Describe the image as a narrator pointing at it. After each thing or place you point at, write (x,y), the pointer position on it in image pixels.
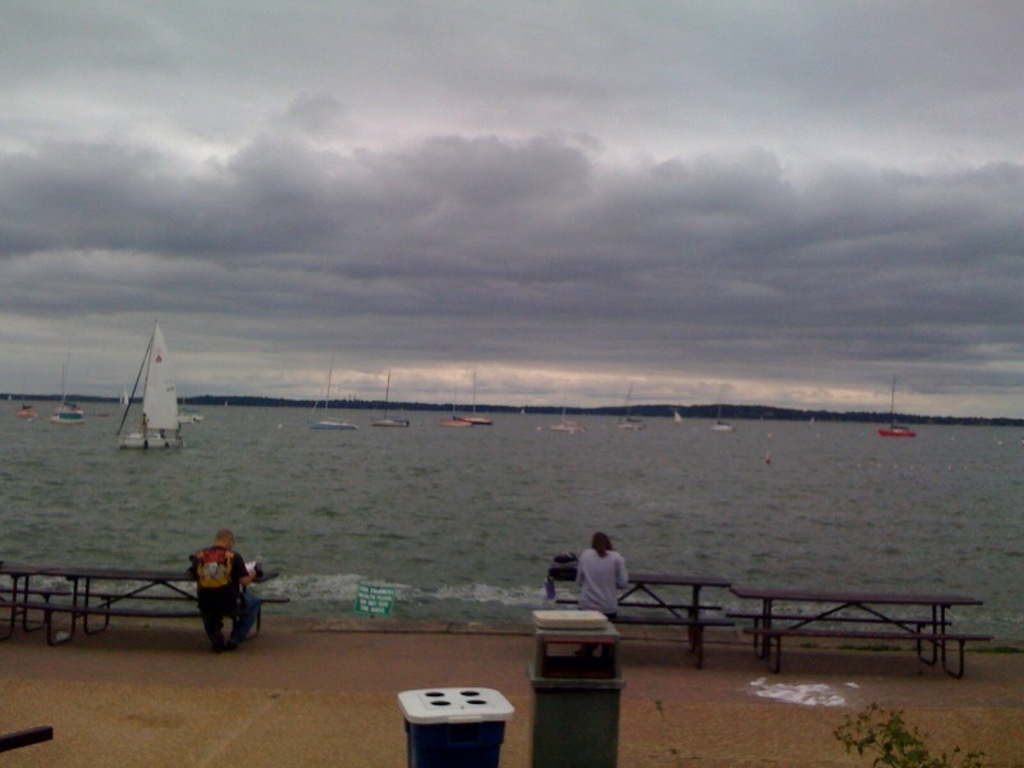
Man (209,596) on the left side of the picture (209,596) wearing black t-shirt (230,591) is sitting on the bench (257,617). Beside him, the woman (614,577) in white jacket (614,577) is also sitting on the bench (696,594). In front of them, we see water (577,497) and this might be a sea (440,435). We even see yachts (176,416) and boats (176,416) in the water (286,441). At the bottom of the picture (607,723), we see garbage bins (544,714) in green and blue color. We even see the sand (301,707). This picture might be clicked at the seashore (304,636).
